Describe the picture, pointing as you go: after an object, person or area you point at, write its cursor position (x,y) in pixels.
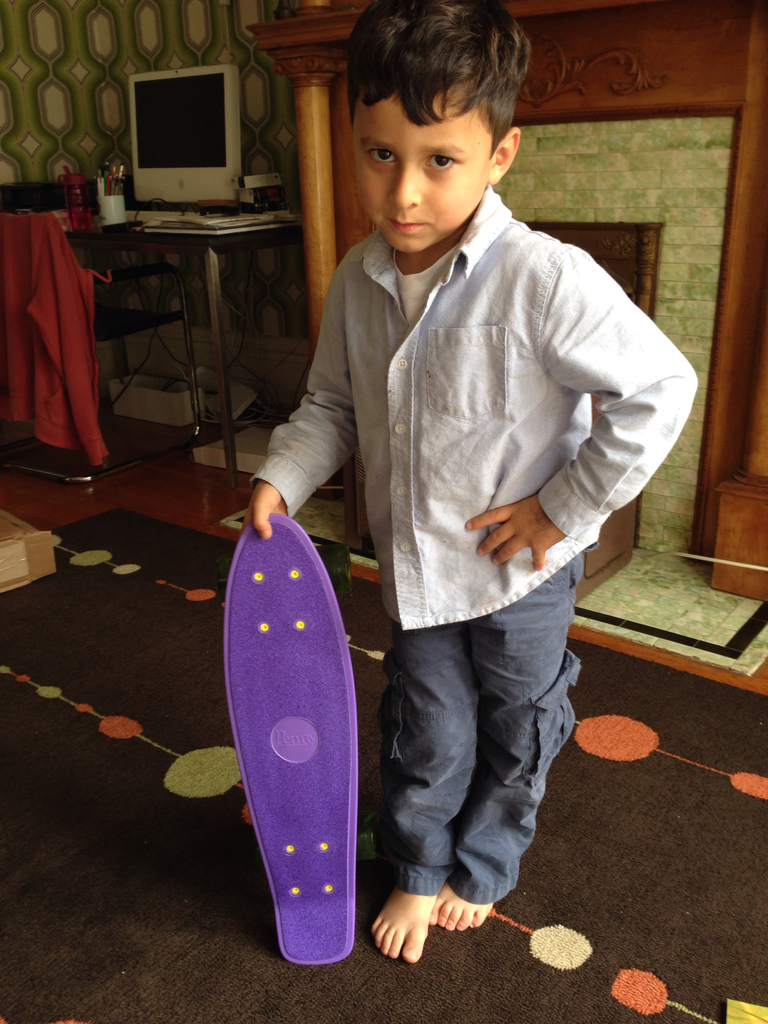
In the image we can see there is a kid (503,401) standing and he is holding a skate board (297,751) in his hand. Behind there is the computer (193,132) on the table (106,237) and there is a pen stand (109,200). There is a t-shirt (70,307) kept on the chair (171,323).
